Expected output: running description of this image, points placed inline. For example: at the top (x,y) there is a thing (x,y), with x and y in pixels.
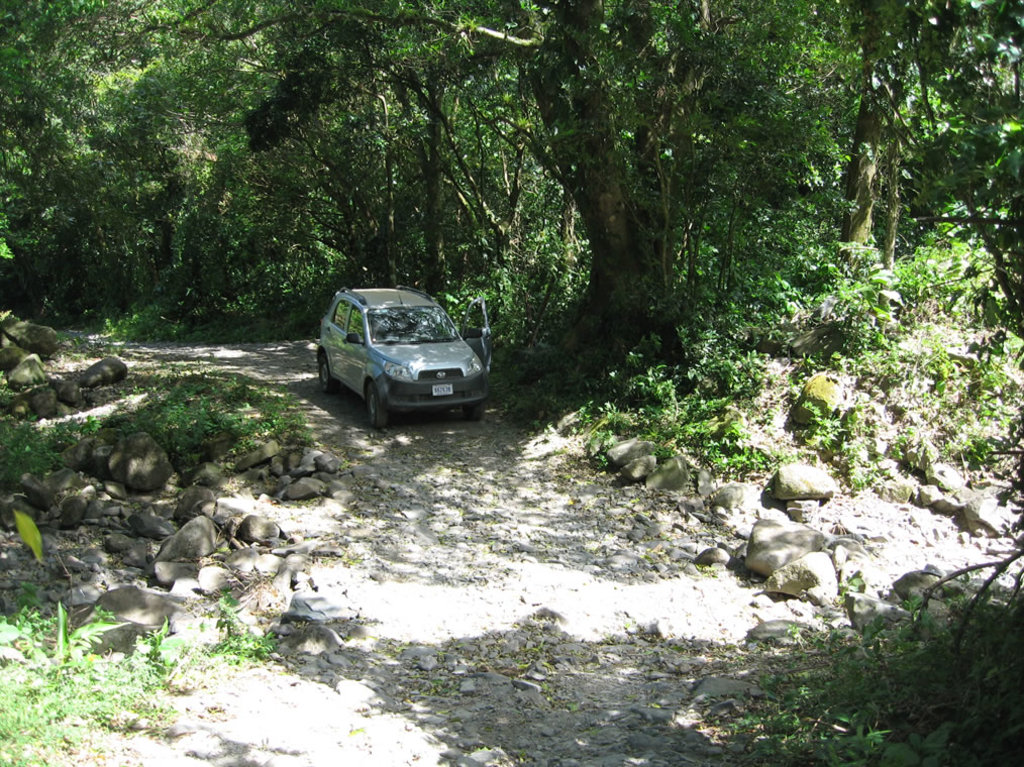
In this image we can see the car (406,359) on the ground (462,447). Image also consists of many trees (615,172) and also stones (702,495).
